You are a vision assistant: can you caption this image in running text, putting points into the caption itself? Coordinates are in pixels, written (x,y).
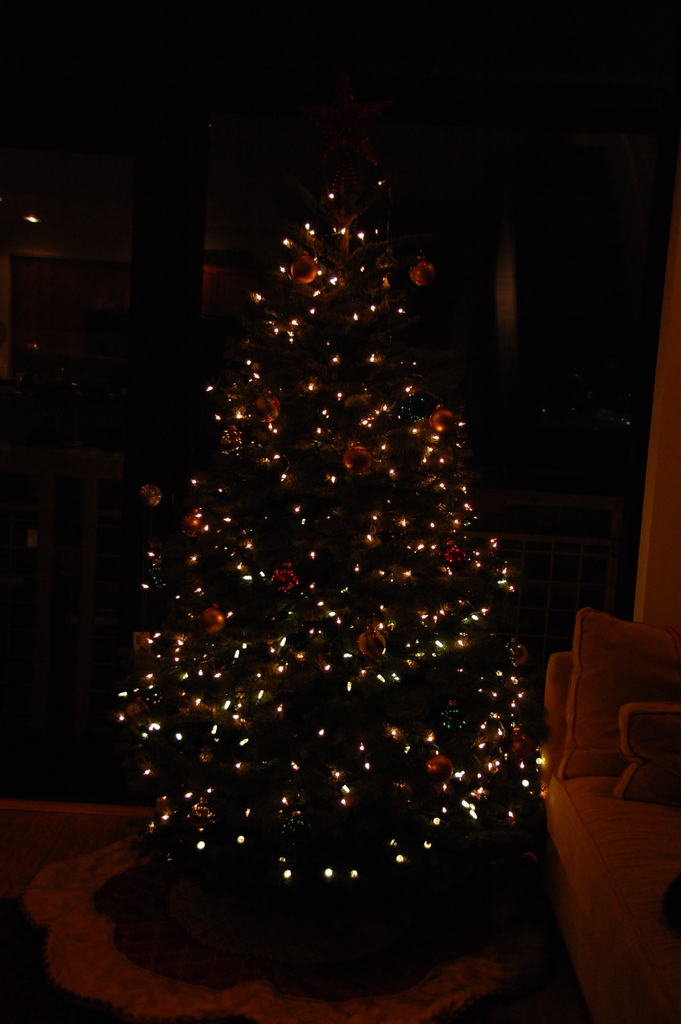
In this picture we can see one Christmas tree (382,748) with lights (425,617).
